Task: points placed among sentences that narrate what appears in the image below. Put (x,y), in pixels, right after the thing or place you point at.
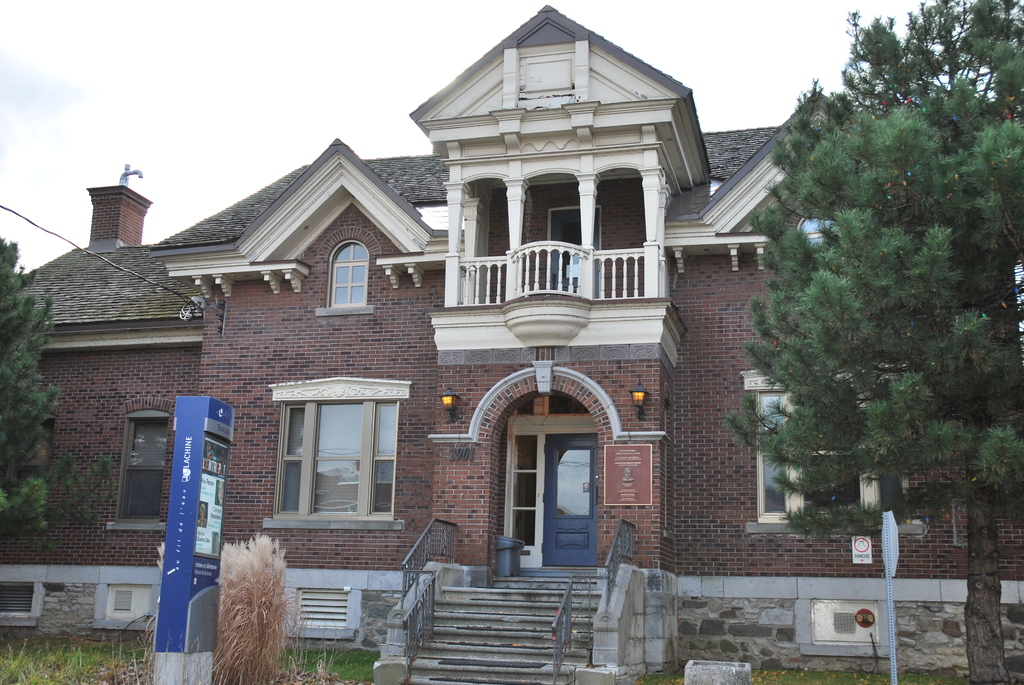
Here at the bottom (259,649) we can see grass (259,649), poles (890,562) and an object (225,453). In the background (258,385) there is a building (258,385), windows (364,512), doors (555,450), lights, two boards (639,498) on the wall (603,351), electric wire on the left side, trees (9,426) and clouds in the sky (683,14).
